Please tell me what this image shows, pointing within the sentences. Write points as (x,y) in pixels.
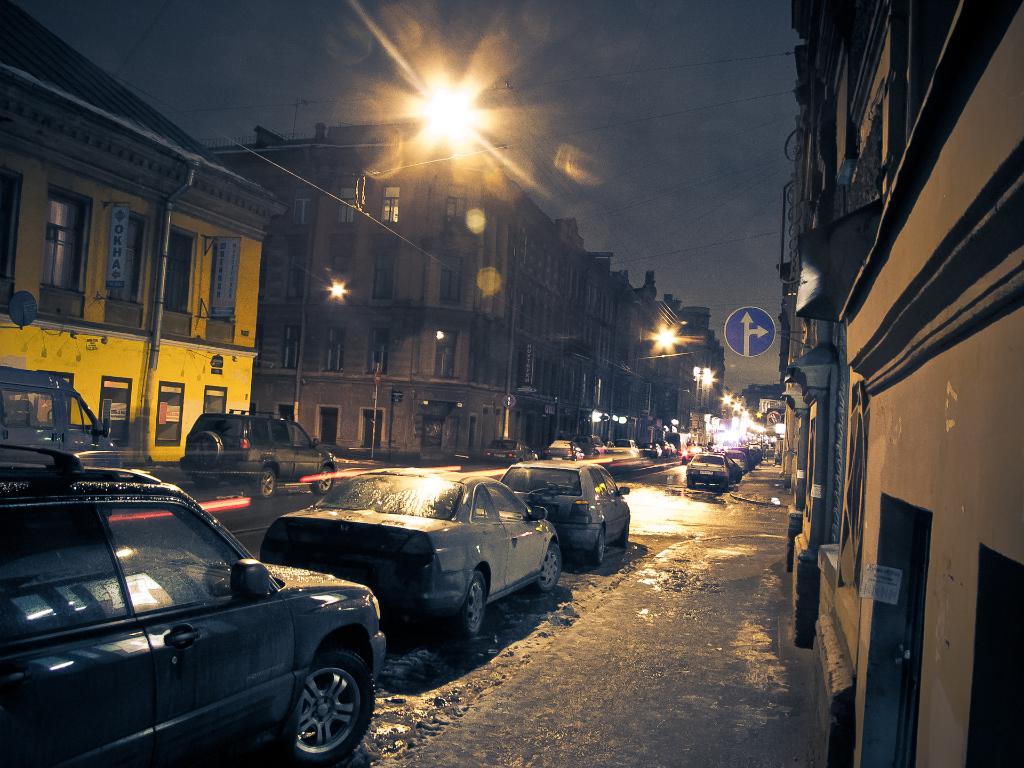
In this image we can see buildings (405,257), street poles (377,398), sign boards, pipelines (188,182), information boards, motor vehicles (587,464) on the road (654,474), electric lights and sky (497,30).
